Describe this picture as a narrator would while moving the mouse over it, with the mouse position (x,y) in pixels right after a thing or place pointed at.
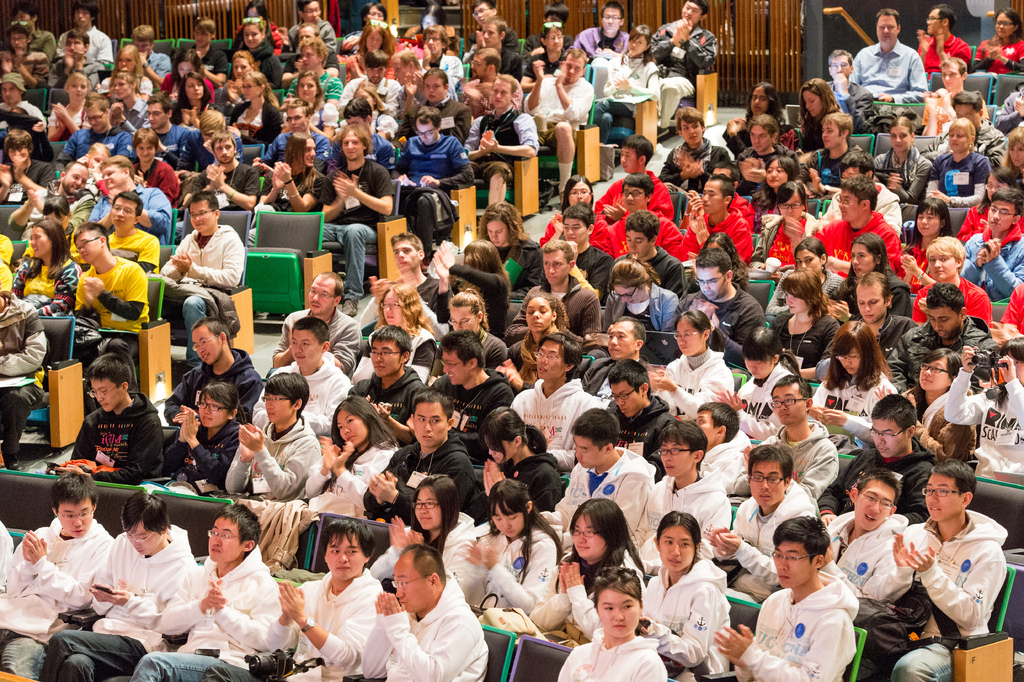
In this image there are people (917,407) sitting on the chairs (255,279). In the background of the image (780,20) there are metal grills (780,36).
